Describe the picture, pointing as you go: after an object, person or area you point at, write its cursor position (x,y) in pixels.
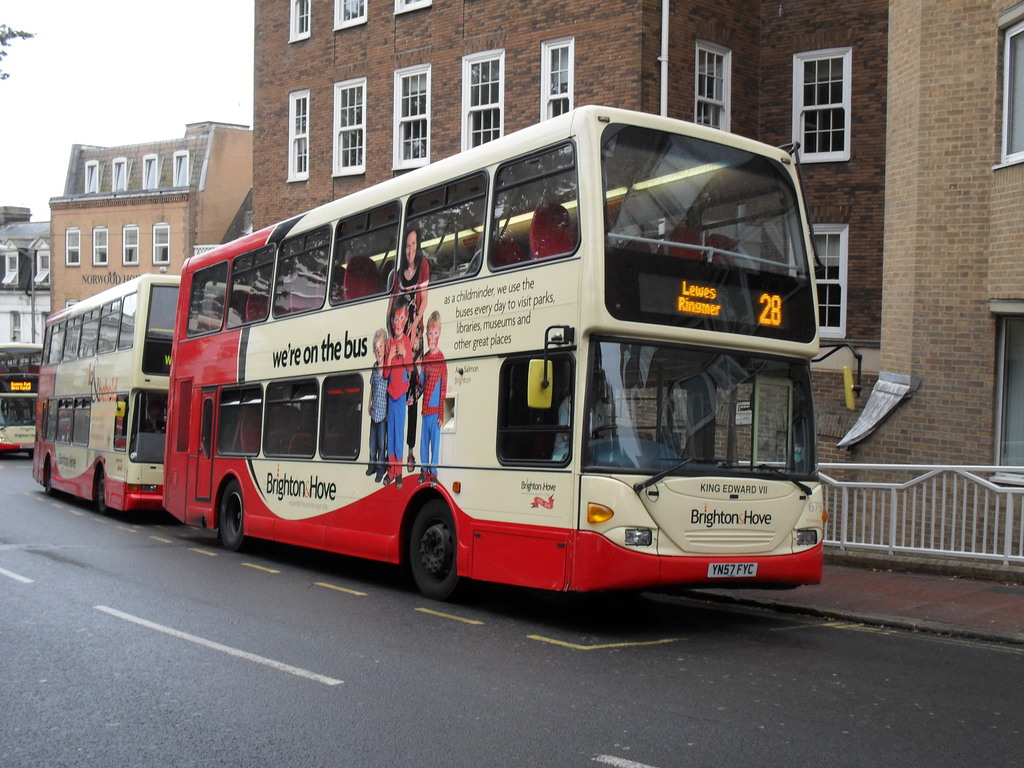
In this image we can see some buses (386,415) on the road (88,577). We can also see a signboard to a pole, a metal fence (1010,533), some buildings (865,445) with windows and the sky (106,99) which looks cloudy.
